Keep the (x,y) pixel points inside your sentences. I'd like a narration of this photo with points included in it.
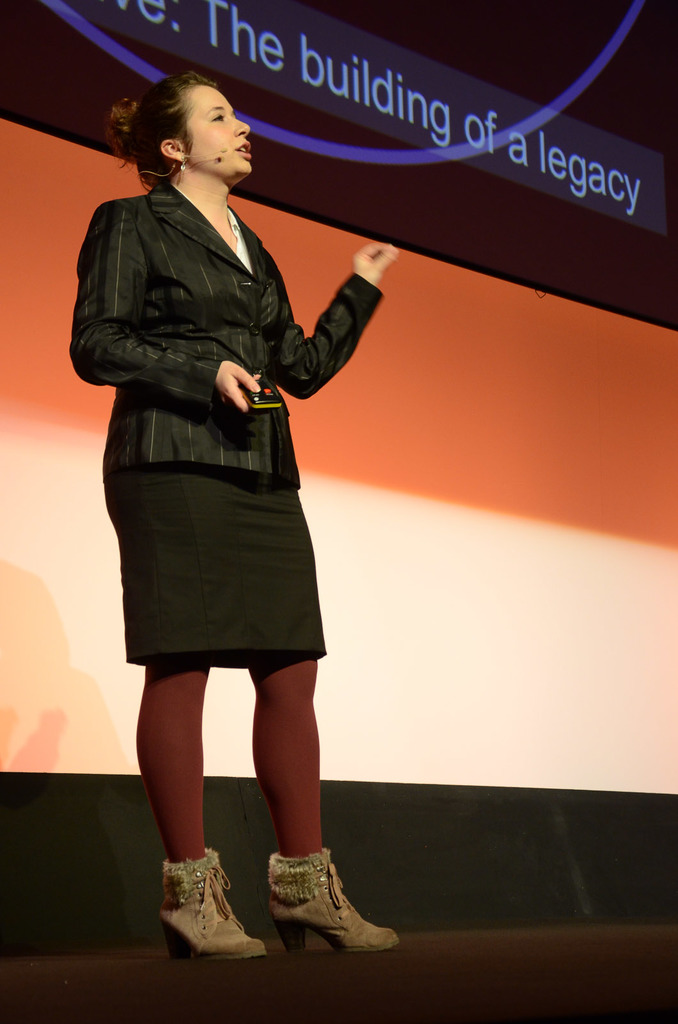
In this image, we can see a person (310,382) holding some object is standing. We can see the ground (253,992). We can also see the background (611,382). We can see some text (514,140) at the top (554,142).
